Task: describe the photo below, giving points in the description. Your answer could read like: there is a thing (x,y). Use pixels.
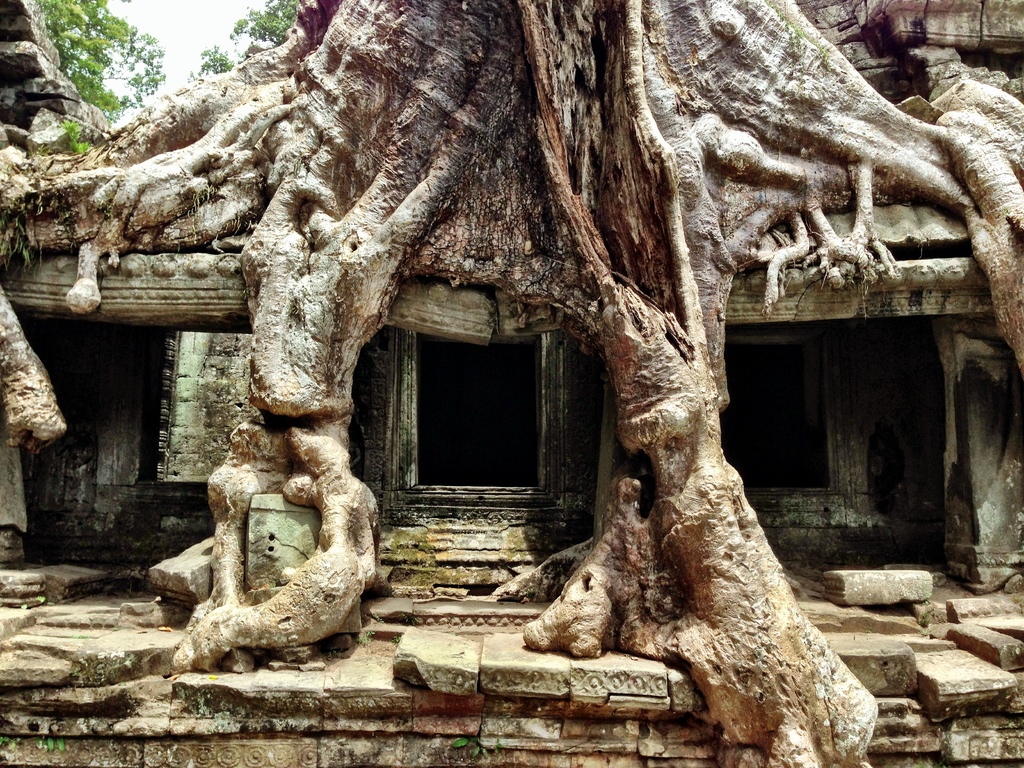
In this image we can see trees (619,98), windows (539,449) and stone (868,624). The sky (191,55) is in white color.
